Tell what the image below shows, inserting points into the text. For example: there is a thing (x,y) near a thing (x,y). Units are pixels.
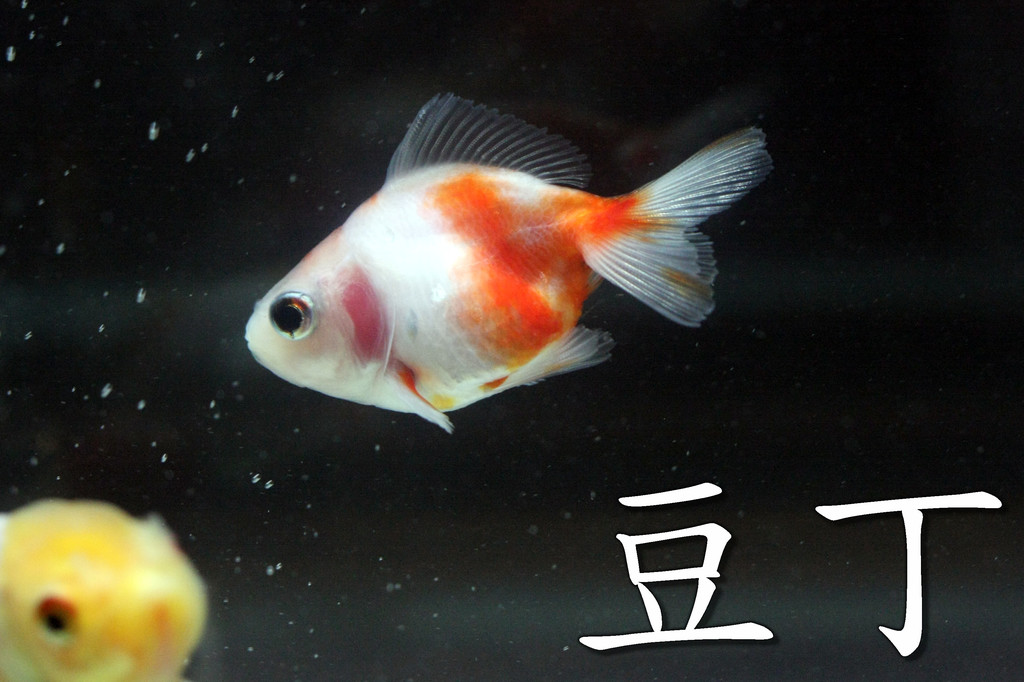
There is a fish (562,291) which is in white and orange color and there is another fish (115,583) which is in yellow color in the left corner (103,548) and there is something written in the right corner (714,568).
